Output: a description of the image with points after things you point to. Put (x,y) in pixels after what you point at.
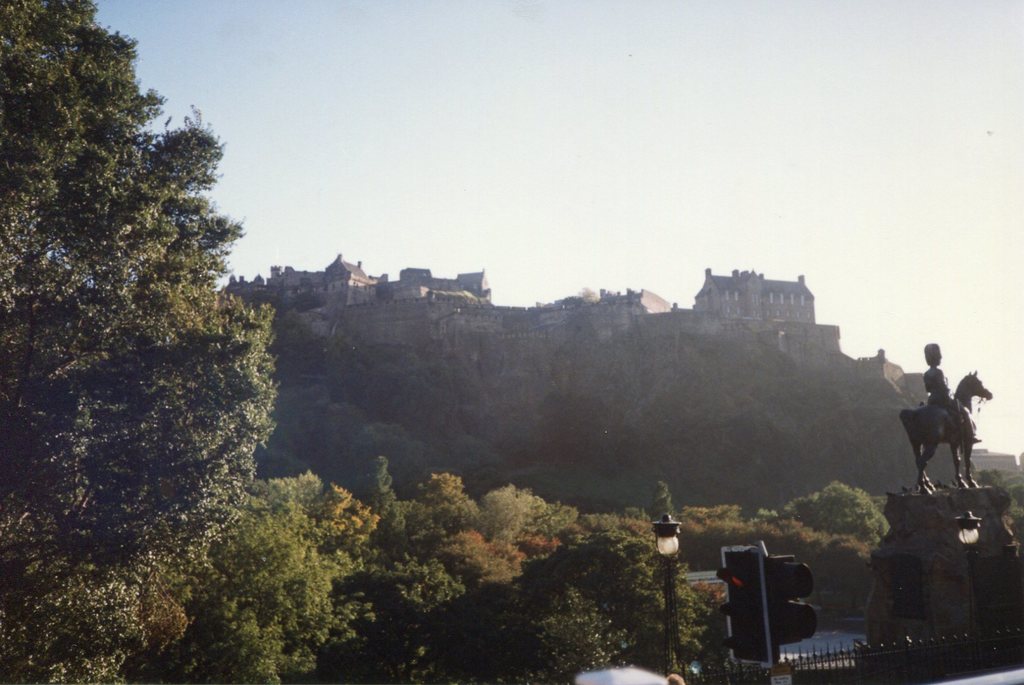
In this image we can see there is a sculpture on the pillar (932,588). And there are buildings (667,317), trees (75,436), street light (963,525), light poles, fence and the sky (519,180).
